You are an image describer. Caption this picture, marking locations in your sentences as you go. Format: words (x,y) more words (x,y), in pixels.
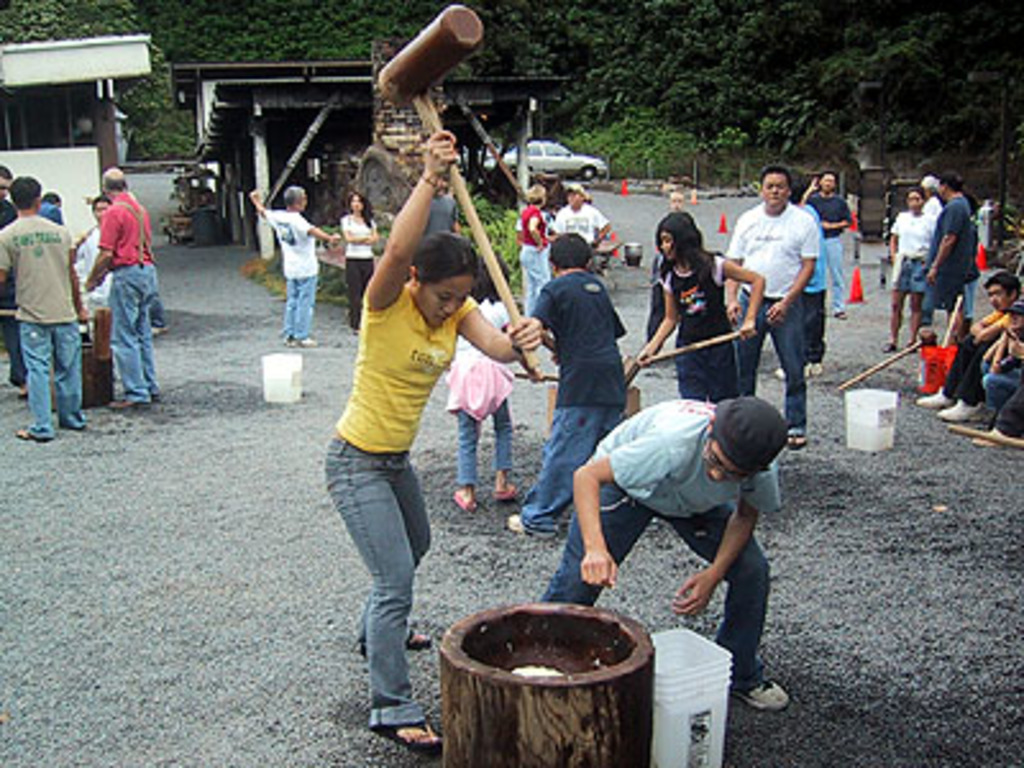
In this picture there is a woman (397,378) who is wearing yellow t-shirt (404,361), jeans (377,583) and slipper (433,744). She is holding a wooden hammer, beside her there is a man (732,627) who is wearing spectacle (724,466), cap (720,442), shirt (671,453), trouser (758,606) and shoe (773,693). He is standing near to the bucket (666,680) and wooden basket (600,755). In that there is a rice (537,673). On the left (142,245) i can see the group of persons (151,286) were standing near to the table (97,322). On the right (986,393) i can see another group of persons (990,344) were sitting and some people (962,242) were standing near to the baskets (936,354). In the background (525,156) i can see the shed (522,144) and car (547,160). Beside that there is a traffic cone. At the top (836,1) i can see many trees (602,63).
